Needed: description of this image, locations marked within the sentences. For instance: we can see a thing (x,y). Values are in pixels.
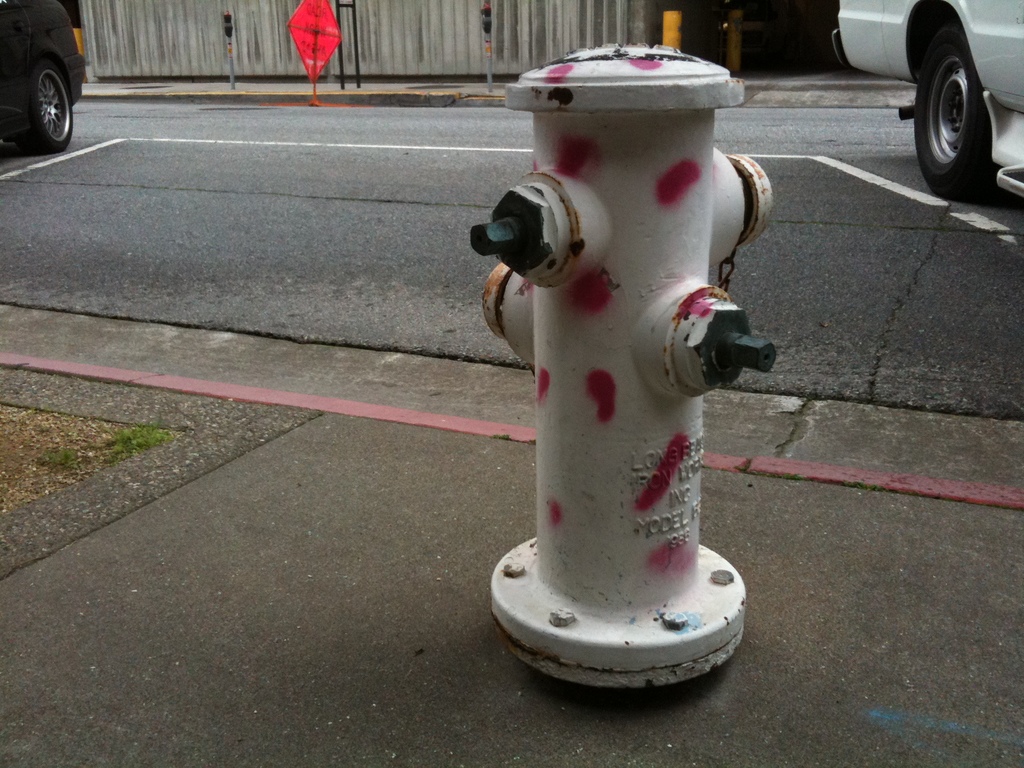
In the image there is a fire hydrant (626,291) beside the road (60,194) and on the road (72,173) some vehicles (935,50) are moving and behind that there is a fencing (525,25).
